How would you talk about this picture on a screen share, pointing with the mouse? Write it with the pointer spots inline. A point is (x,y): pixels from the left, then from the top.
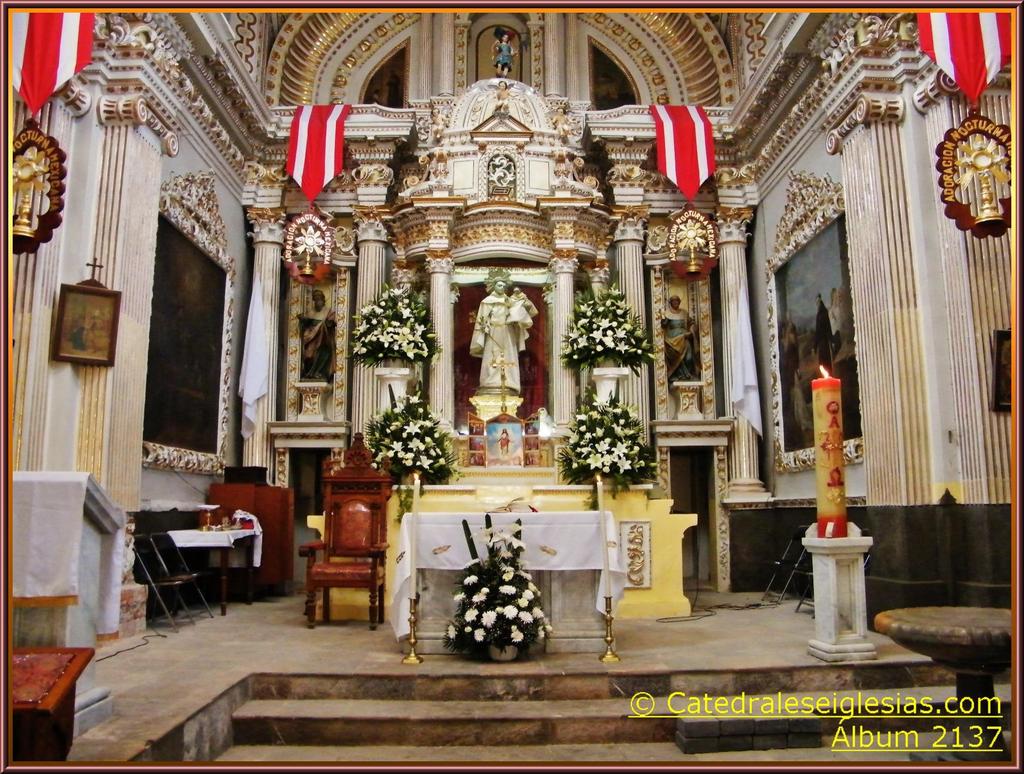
In this image we can see inside view of the church (370,274) which includes sculptures (514,320), bouquets (594,342), candles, paintings (165,406) on the wall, on the right (945,170) we can see few wooden objects (990,685), on the left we can see chairs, wooden table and few objects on it, in the bottom left corner (54,660) we can see few objects (53,707), we can see the stairs (557,726), pillars (264,412), flags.
